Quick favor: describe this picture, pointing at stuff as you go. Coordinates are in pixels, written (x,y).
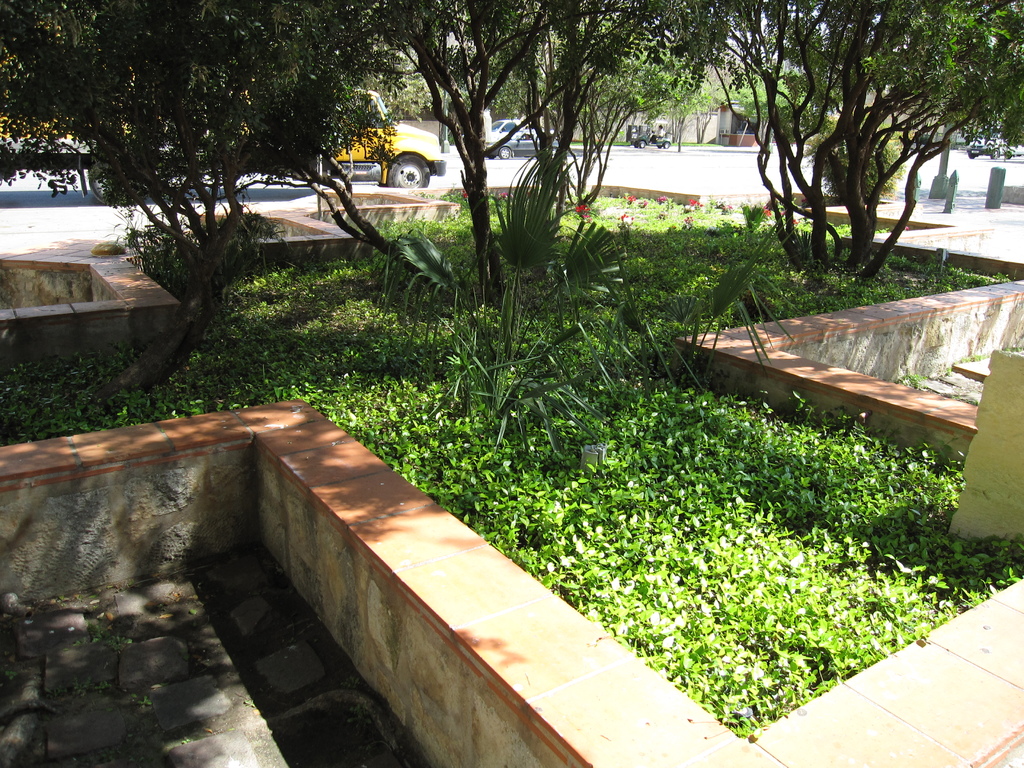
As we can see in the image there is grass (531,453), plants (735,279), trees (732,48) and vehicles (424,156).
